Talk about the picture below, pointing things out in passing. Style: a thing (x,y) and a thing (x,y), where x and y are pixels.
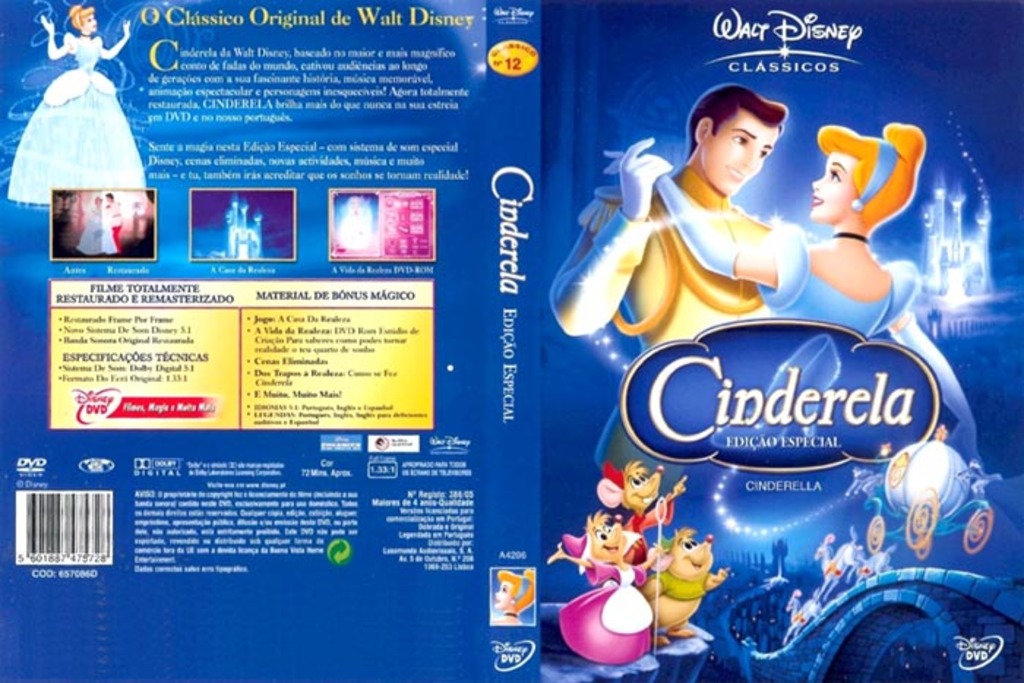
This is a poster (389,476). On this poster (684,380) we can see cartoons (857,190).
